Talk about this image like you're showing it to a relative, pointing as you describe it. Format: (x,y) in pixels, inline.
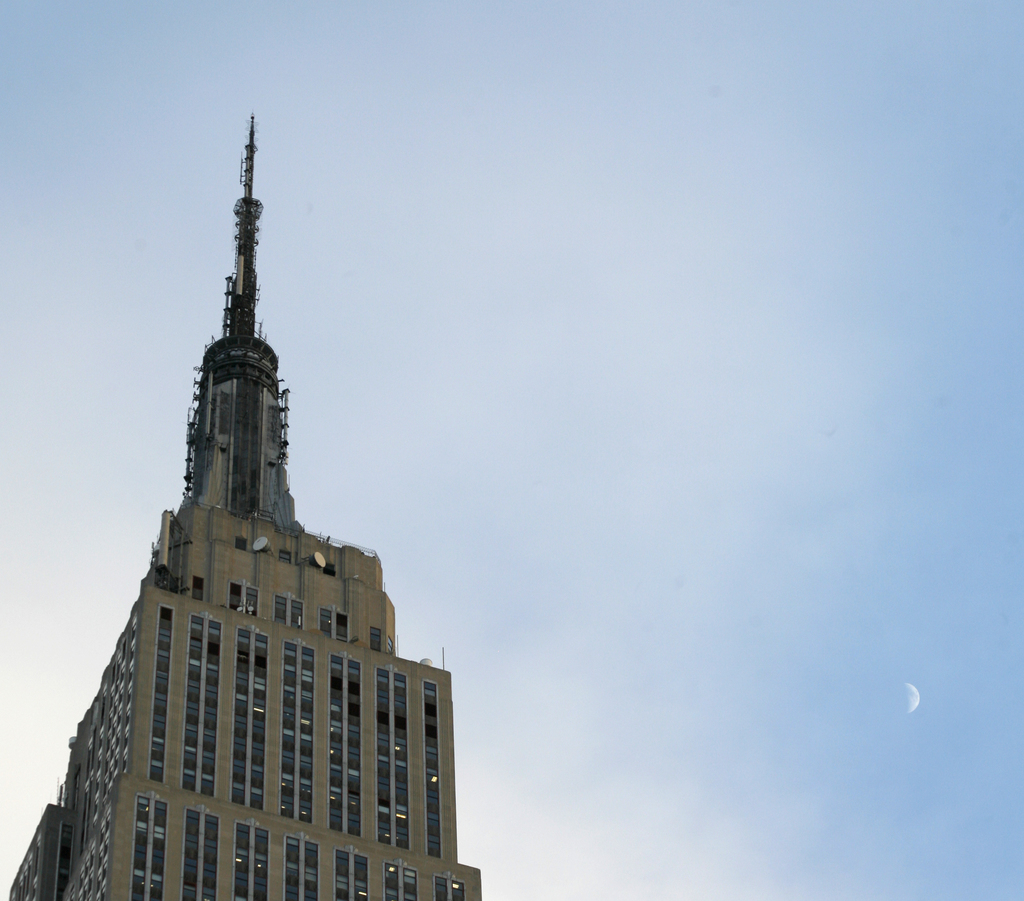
In this image we can see a building (186,717). In the background (2,668) there is sky (532,554). On the right (913,711) we can see the moon (914,705).
